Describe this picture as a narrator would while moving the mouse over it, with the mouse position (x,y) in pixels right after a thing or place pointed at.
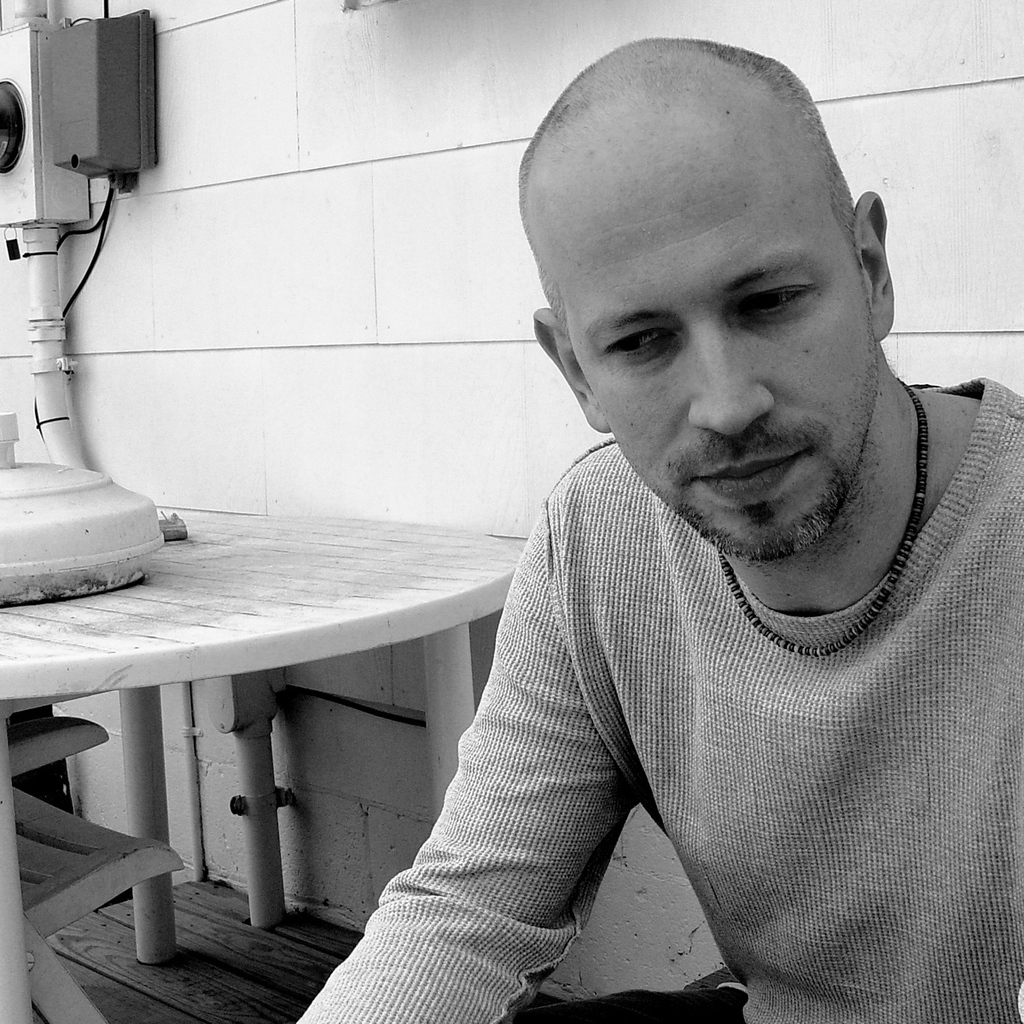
In this image there is a person (568,920), and at the background (447,635) there is an umbrella base (12,435) on the table (483,552), chair (70,829), a box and a pipe (259,683) on the wall (262,447).
